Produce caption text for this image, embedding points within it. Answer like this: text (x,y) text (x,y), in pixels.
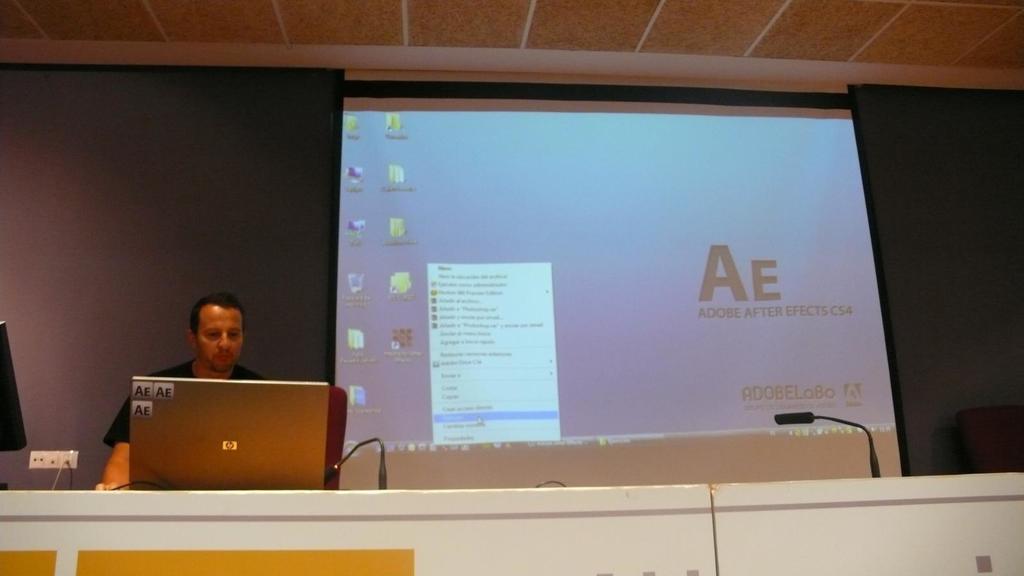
In this image we can see a person (201,362) in front of the monitor screen (235,403) which is on the counter (287,494). We can also see the mics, switchboard (34,455), screen (427,364) with icons (397,188) and text (771,263) and also the wall (287,226). At the top (637,43) we can see the ceiling (810,43).
